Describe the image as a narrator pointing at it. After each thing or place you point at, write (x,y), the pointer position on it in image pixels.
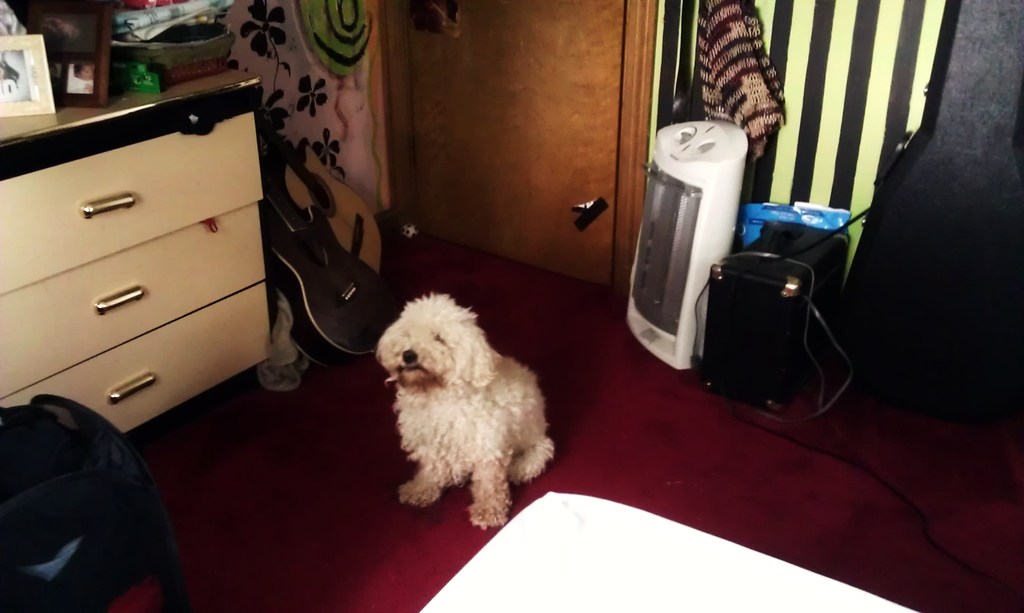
In this image I can see a white colour dog (410,428) over here. I can also see a door (526,217), few guitar (310,243), few drawers (146,280), few frames (23,68), a white colour object (664,203), a black colour guitar box (875,250), a black colour thing (834,276) and I can also see red colour on floor (660,427).
